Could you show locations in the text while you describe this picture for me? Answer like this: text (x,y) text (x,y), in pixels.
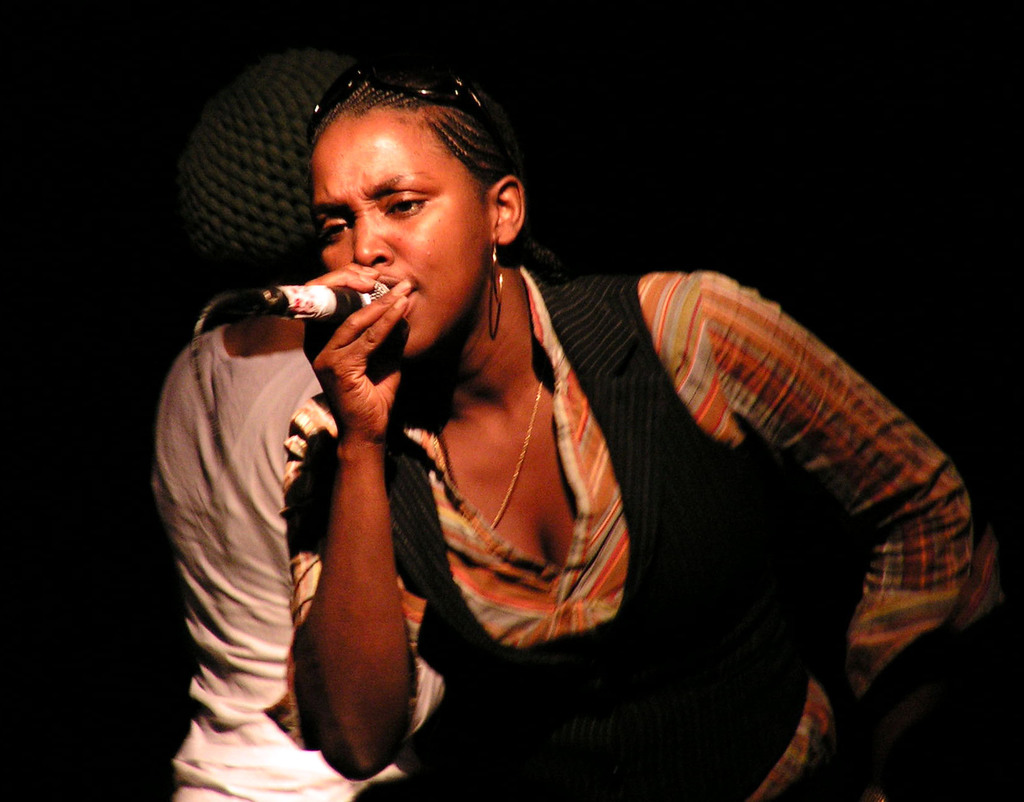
There are two women (316,429) in the image. The woman (382,414) in the front (382,414) is holding a microphone (331,305) and singing. She is wearing a chain (522,451) and a colorful shirt (685,343) with a black vest (663,392) on it. She is wearing sunglasses (453,95) on her head (479,128). The woman (313,100) behind her is turned around.
